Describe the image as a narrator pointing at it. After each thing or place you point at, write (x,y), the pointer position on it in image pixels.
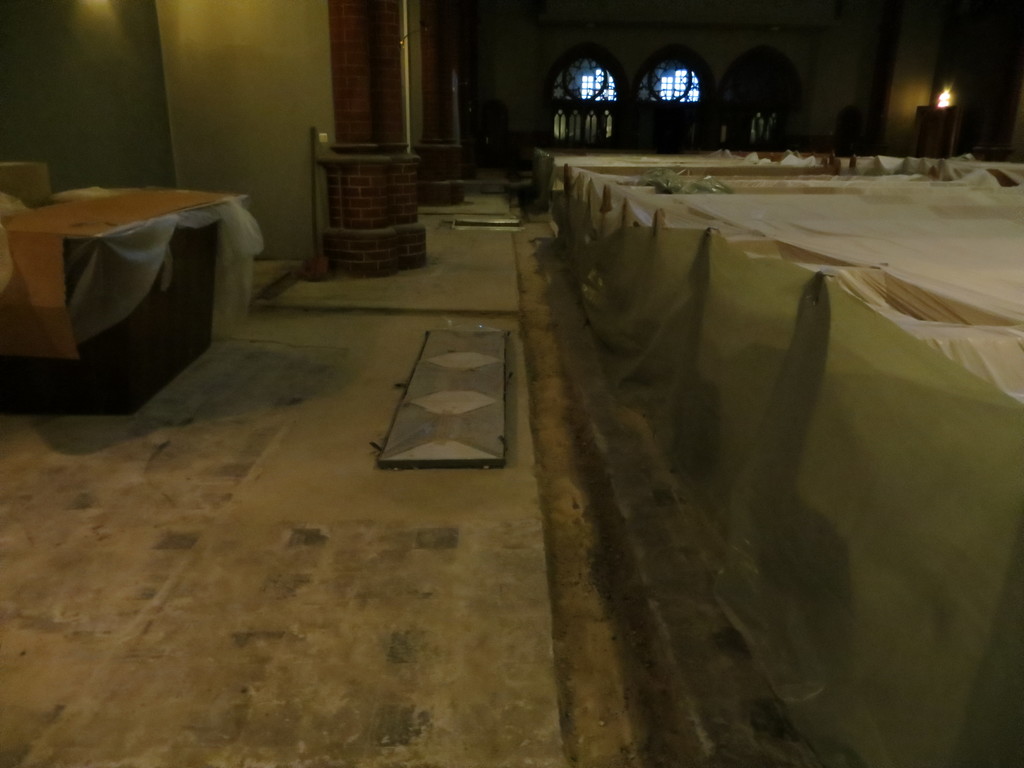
In this picture I can observe chairs (657,290) on the right side (792,465) which are covered with white color cloth (753,284). On the left side (89,271) I can observe a desk (144,339) and wall (169,97).
